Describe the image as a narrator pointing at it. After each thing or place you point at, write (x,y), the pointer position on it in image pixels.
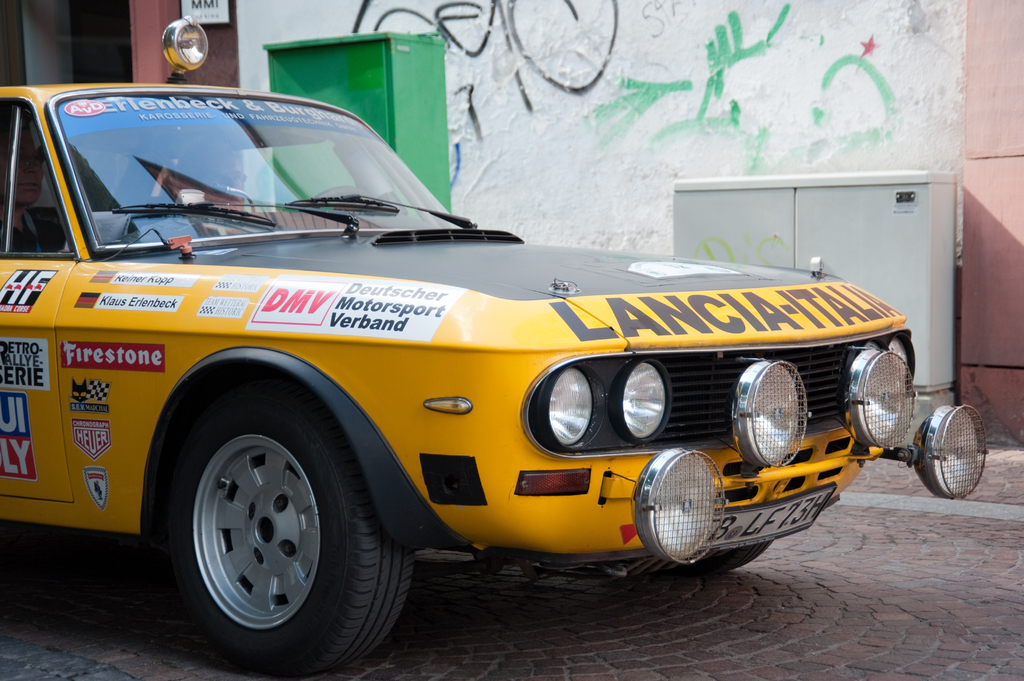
In the image there is a car (484,312) and behind the car (285,311) there are some objects (730,220) and behind them there is a wall (469,60), on the wall (497,69) there are different writings (731,47).
